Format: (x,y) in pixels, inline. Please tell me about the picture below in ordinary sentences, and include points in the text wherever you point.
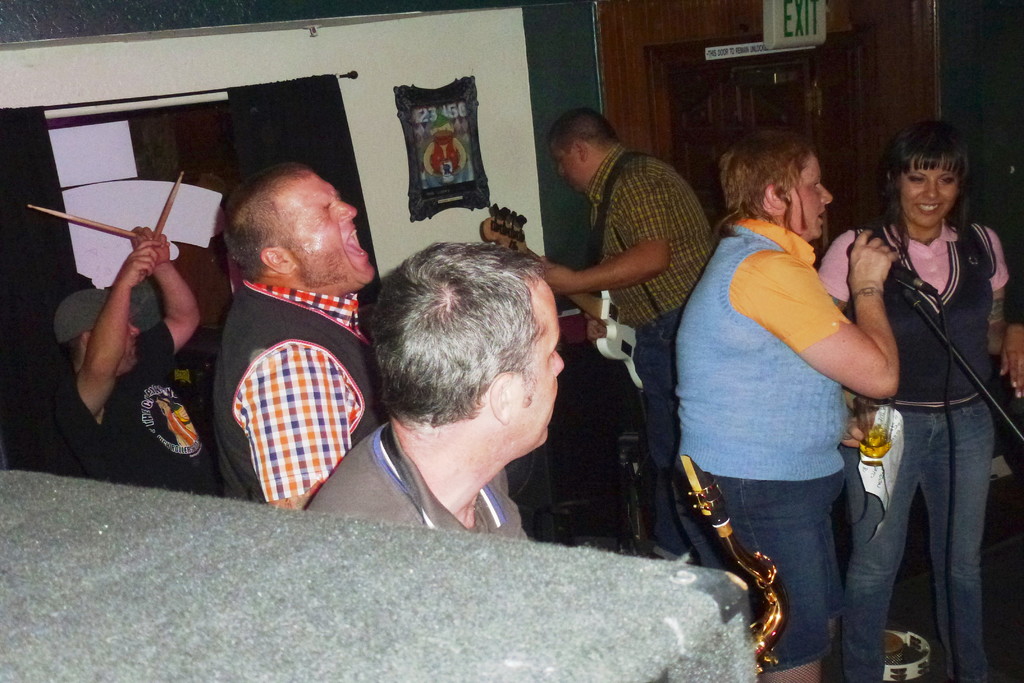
In the foreground of this image (388,625), On the bottom (372,669), there is a speaker box (375,662). In the background (640,265), there are persons (486,342) standing and a man (581,269) is holding guitar (630,373), one more man (117,342) is holding drum sticks (150,244). On the right (933,297), there are two women (768,498) standing and a woman (825,328) is holding mic (898,285) and a glass (889,435) in her hands (872,248). In the background (885,127), there is a wall (885,84), door (802,97), exit sign board (797,33), frame (426,175), curtain (321,146) and the glass (172,140).
